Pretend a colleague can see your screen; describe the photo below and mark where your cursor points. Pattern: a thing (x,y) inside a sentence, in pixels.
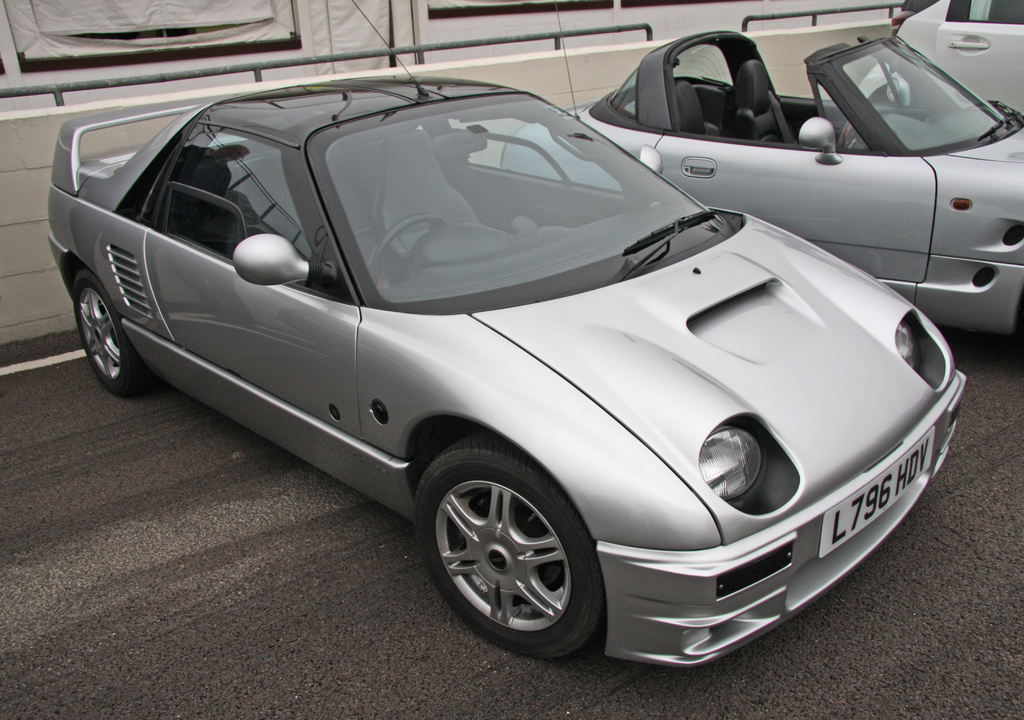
In the picture we can see three cars (385,393) which are parked on the path (264,712) near the wall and they are gray and white in color which some black color part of it.
